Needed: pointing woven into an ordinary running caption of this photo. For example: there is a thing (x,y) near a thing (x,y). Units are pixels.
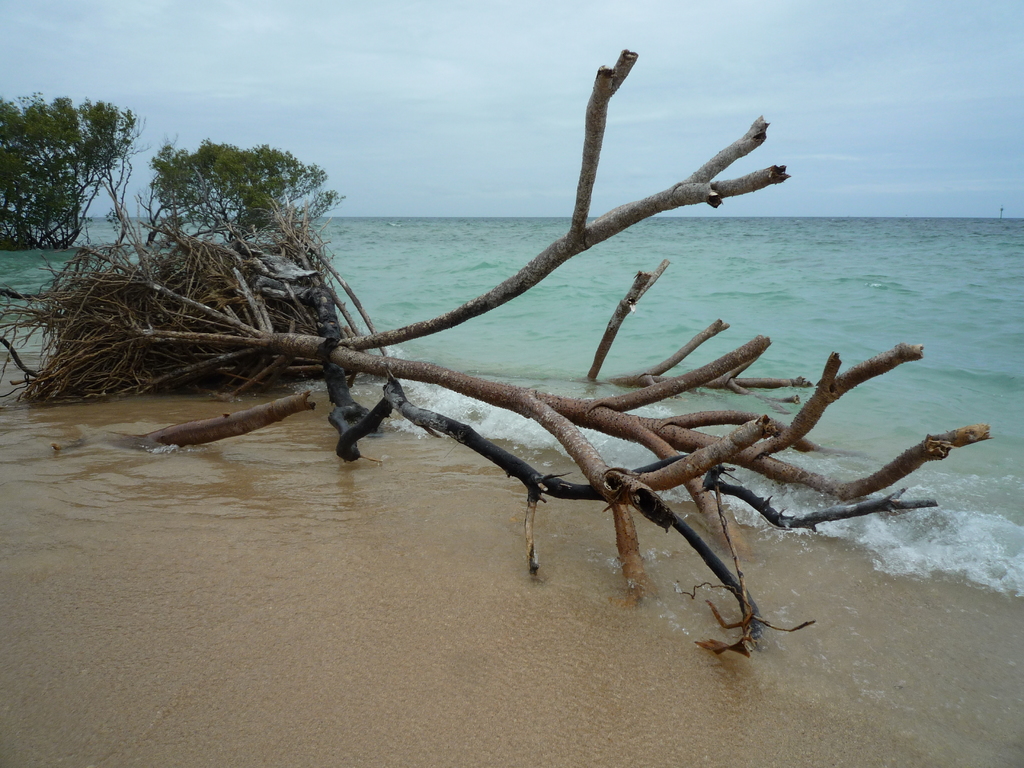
In this image there is a Sea (460,348) in middle of this image (573,320) and there are some trees (214,219) on the left side of this image (226,306). There is a ground (306,617) in the bottom of this image (435,599) and there is a sky (484,108) on the top of this image (343,63).
